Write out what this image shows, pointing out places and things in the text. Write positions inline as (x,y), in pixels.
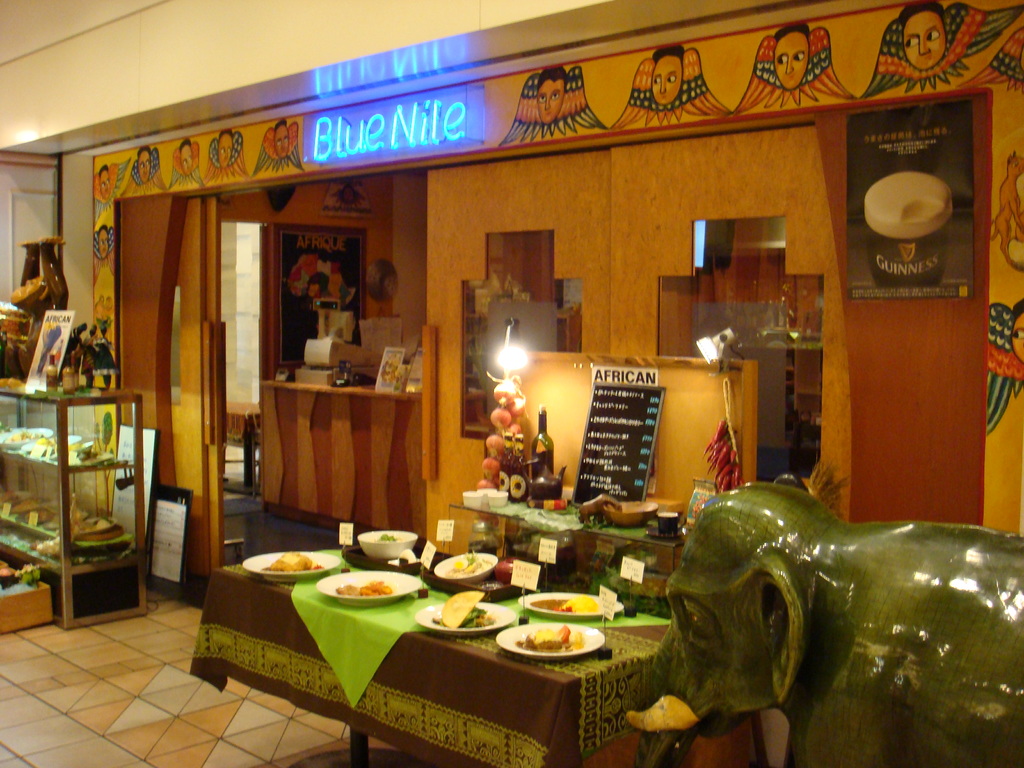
On the right side (856,649) there is a statue (789,582) of an elephant (877,642). Near to that there is a table (441,698) with tablecloth (410,681). On that there are many plates (384,571) with food items (474,614) and tags (523,563). Near to that there is another table (545,528). On that there is a bottle (523,472), kettle (559,488), cup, saucer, name board (601,416) and many other things (602,509). Near to that there is a wall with lights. On the left side (58,483) there is a cupboard (65,465) with racks (45,475). Inside that there are many items (53,450). On top of that there are bottles (46,372), toys (94,346) and many other things (45,324). In the back (345,134) there is wall (331,106) with something written on that. Also there are paintings (635,101). There is a poster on the wall (824,69). In the back (372,387) there is a platform (348,387). On that there are many things (353,368). Near to that there is a wall (269,249) with a photo frame (294,277).
